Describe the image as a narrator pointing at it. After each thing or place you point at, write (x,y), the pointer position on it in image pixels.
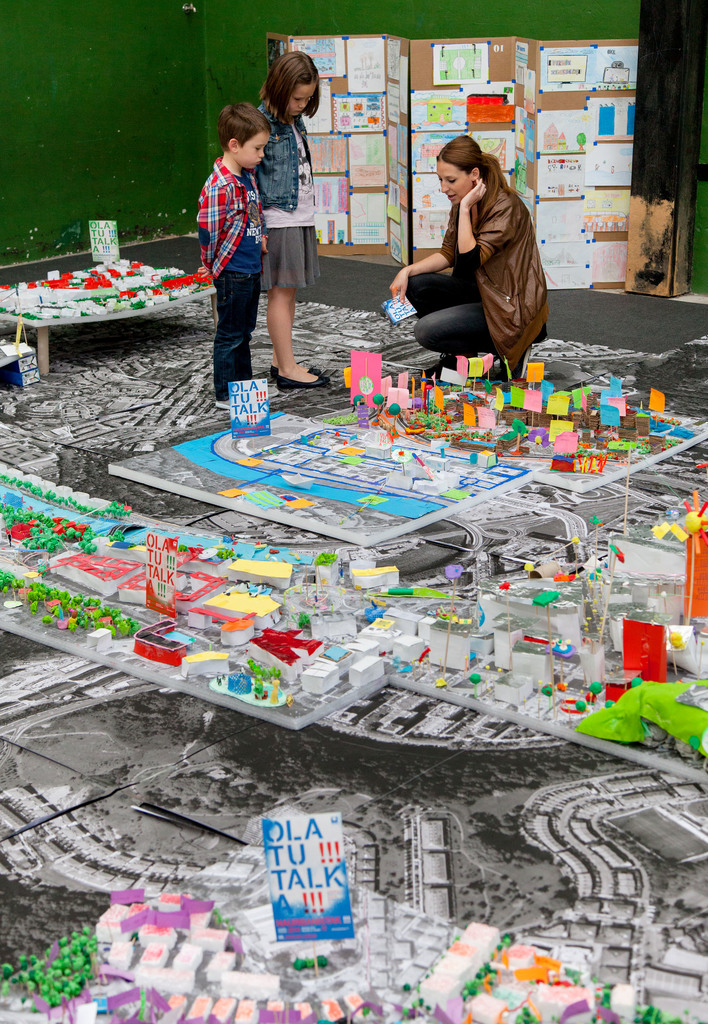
This image is taken indoors. At the bottom of the image (170,809) there is a floor (74,775) with many crafts (268,513) on it. In the middle of the image (237,369) there is a woman (461,274) and there are two kids (244,313) are standing on the floor (341,313). In the background (549,133) there is a wall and there is a board (450,136) with a few paintings (371,176) and posters (559,135) on it.
